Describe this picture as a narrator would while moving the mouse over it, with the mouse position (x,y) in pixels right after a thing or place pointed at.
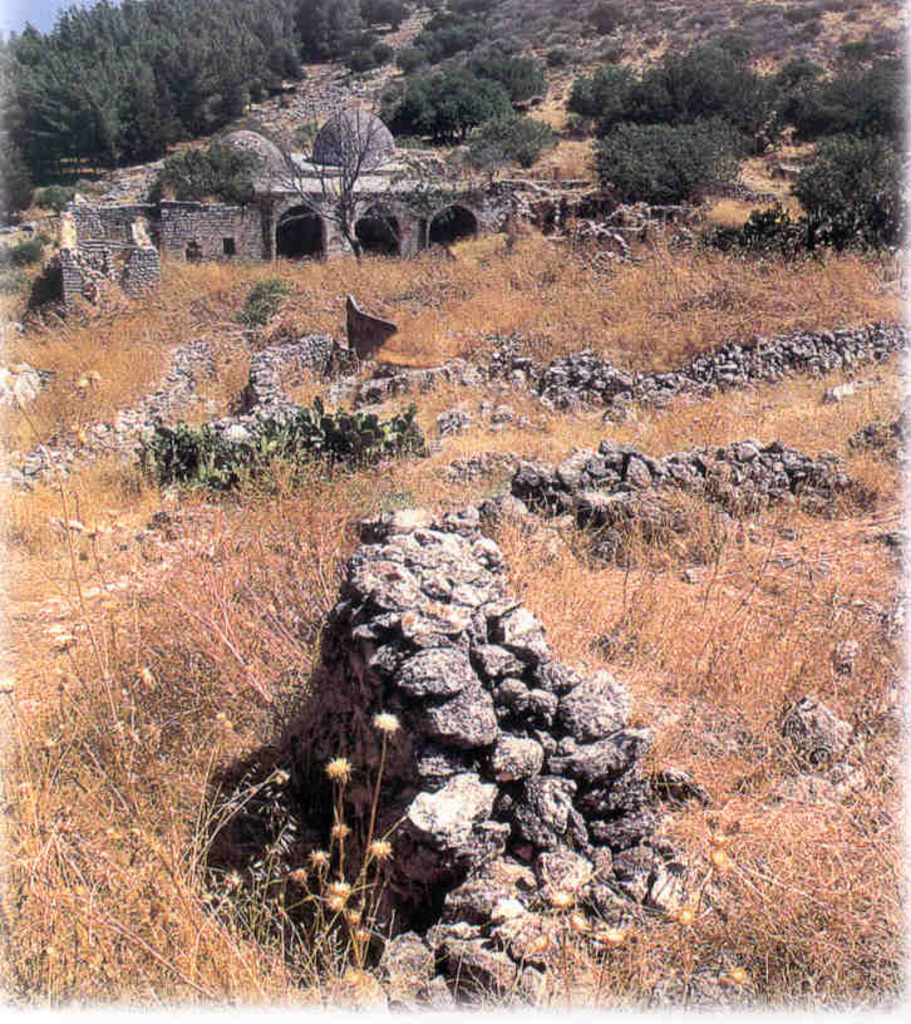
This is an outside view. Here I can see the grass (179,823) and some rocks (460,738) on the ground (181,568). In the background (306,154) there is a fort (194,212) and trees (134,55).
